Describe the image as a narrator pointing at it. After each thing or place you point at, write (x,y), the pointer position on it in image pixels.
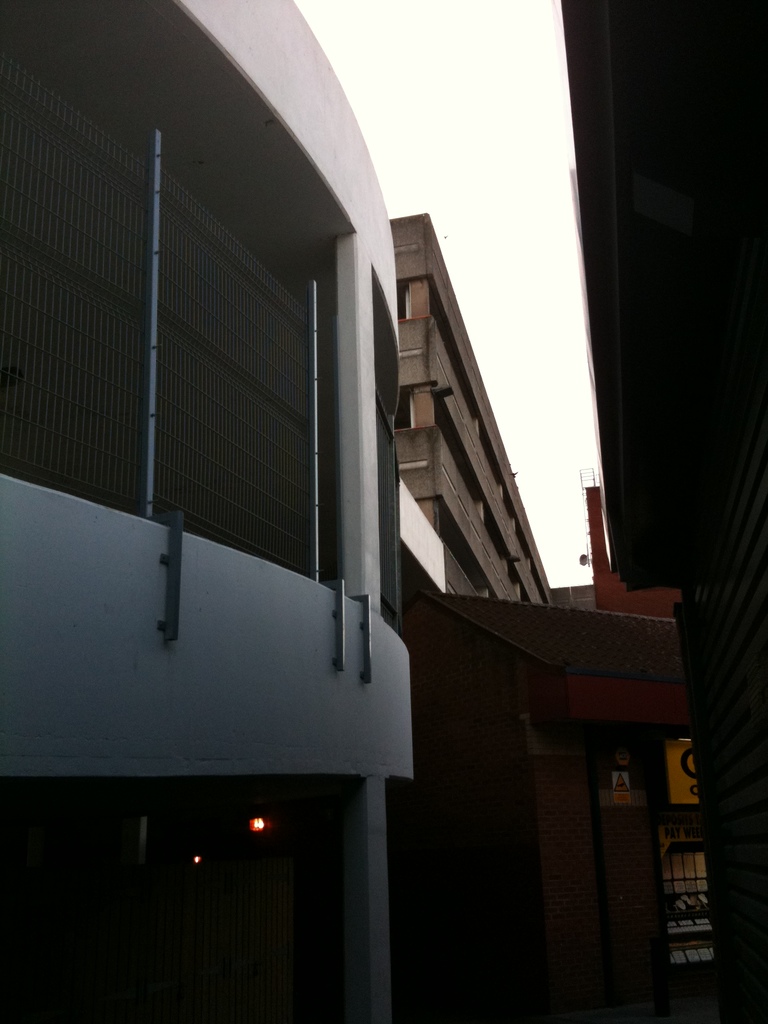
This image is taken outdoors. At the top of the image (458,145) there is a sky (494,180). In this image there are a few buildings (523,804) with walls (31,680), windows (454,445), roofs (644,501), pillars (360,541) and doors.
